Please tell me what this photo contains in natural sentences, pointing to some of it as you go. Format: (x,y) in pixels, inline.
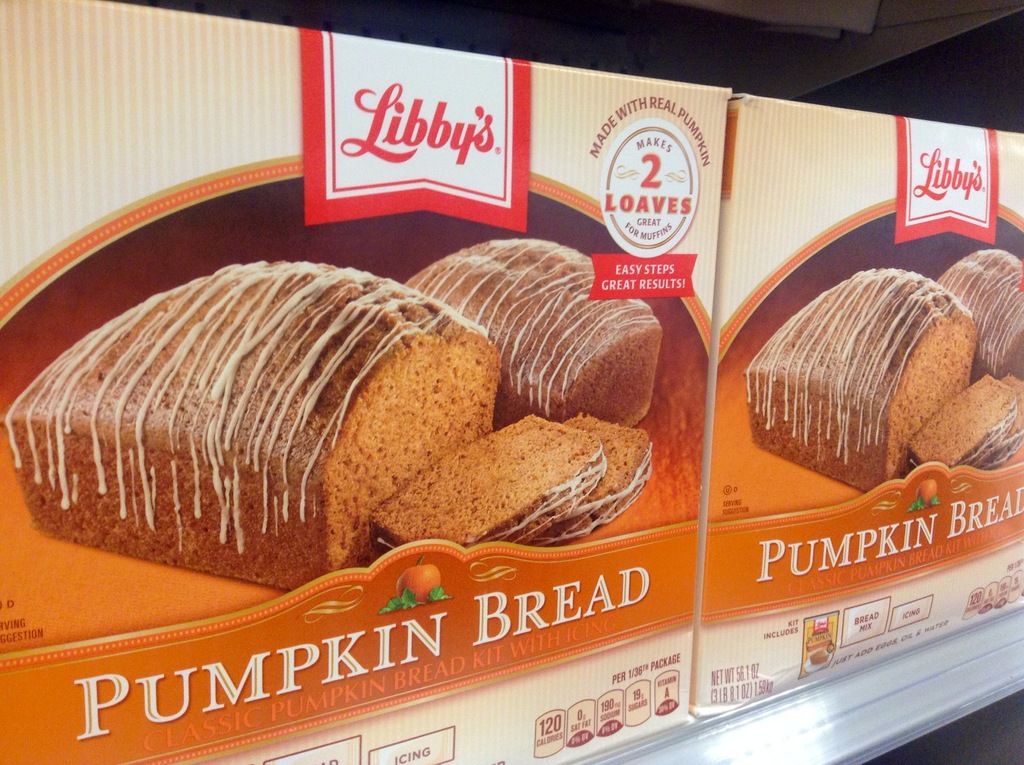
In the picture we can see two pumpkin bread packets (657,552) on the rack (979,122).
